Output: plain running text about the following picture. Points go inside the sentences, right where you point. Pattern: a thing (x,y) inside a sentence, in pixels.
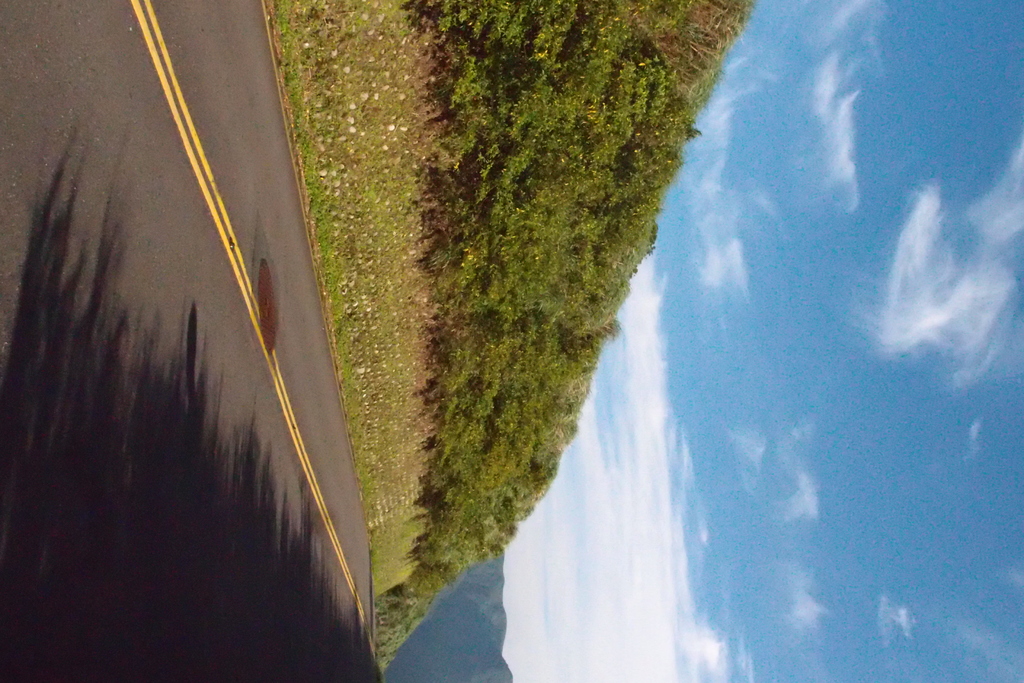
In this image I can see a road (219,465) and on it I can see two yellow lines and shadows (172,361). In the background (439,225) I can see grass (372,29), bushes (468,260), the mountain (497,559), clouds (526,543) and the sky (681,281). I can also see this is an inverted image.
